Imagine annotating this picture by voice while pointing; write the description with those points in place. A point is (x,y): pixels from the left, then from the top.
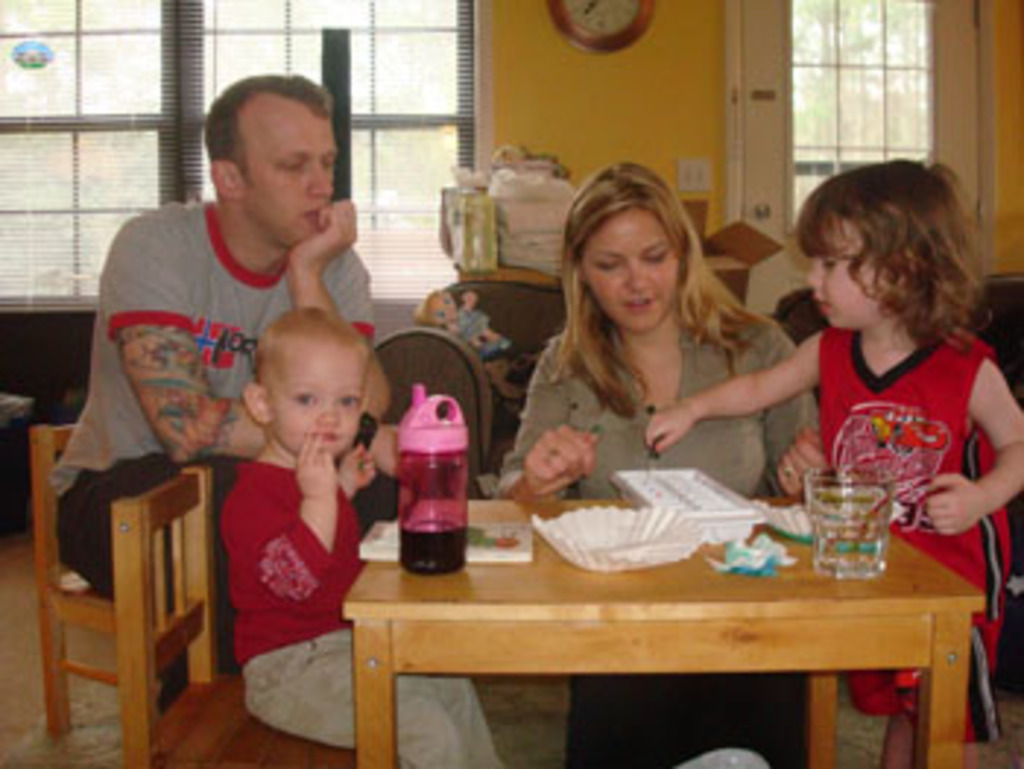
In this image, there is an inside view of a house (570,110). There are four persons (290,330) wearing colorful clothes (645,458). There are two persons (254,289) on the left side of the image (245,210) sitting on chairs (44,461). There is person (874,395) on the right side of the image (883,313) standing in front of the table (488,622). There is person (729,458) at the center of the image (539,422) sitting in front of the table (682,583). This table (617,635) contains bottle (438,559), plate (674,541) and glass (812,500).
